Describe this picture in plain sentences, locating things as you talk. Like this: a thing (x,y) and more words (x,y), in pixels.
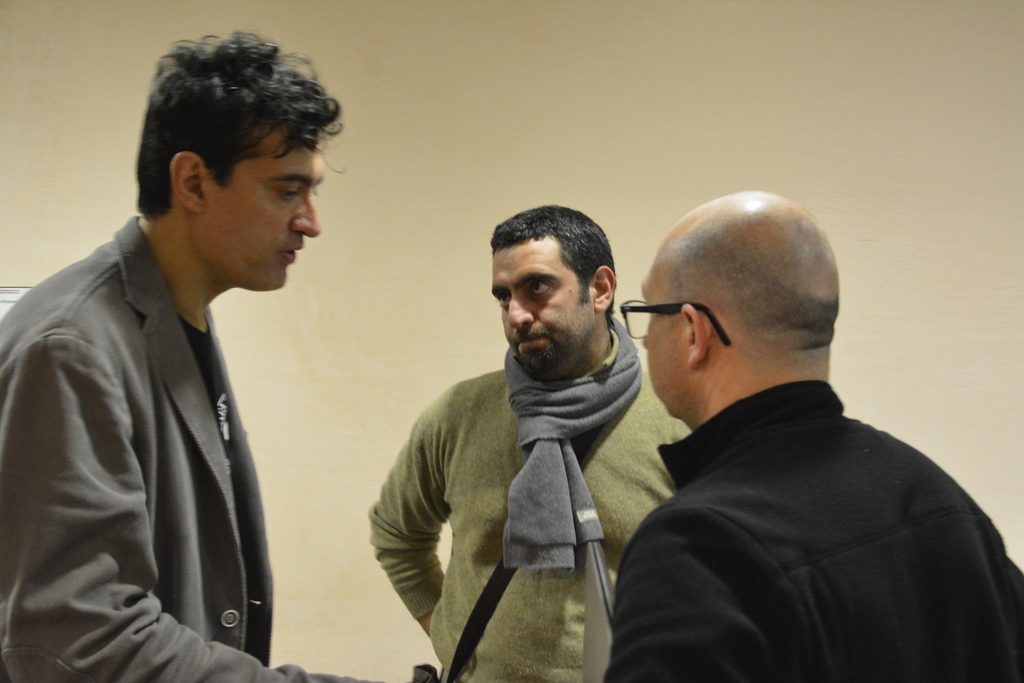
In this image there are people (428,598) standing, in the background (329,344) there is a wall (935,155).
